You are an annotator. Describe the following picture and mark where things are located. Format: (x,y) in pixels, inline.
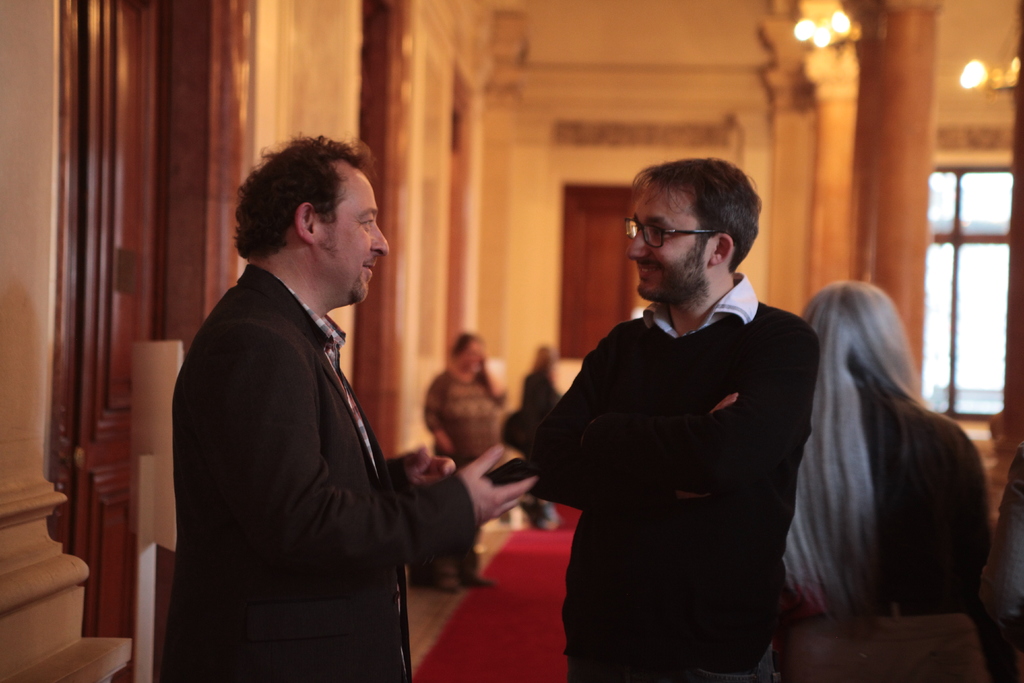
In this image I can see a group of people (401,546) on the floor (533,612). In the background (762,130) I can see a wall (311,109), pillars (787,123), door (116,331), lights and a window (968,287). This image is taken in a hall (557,511).
